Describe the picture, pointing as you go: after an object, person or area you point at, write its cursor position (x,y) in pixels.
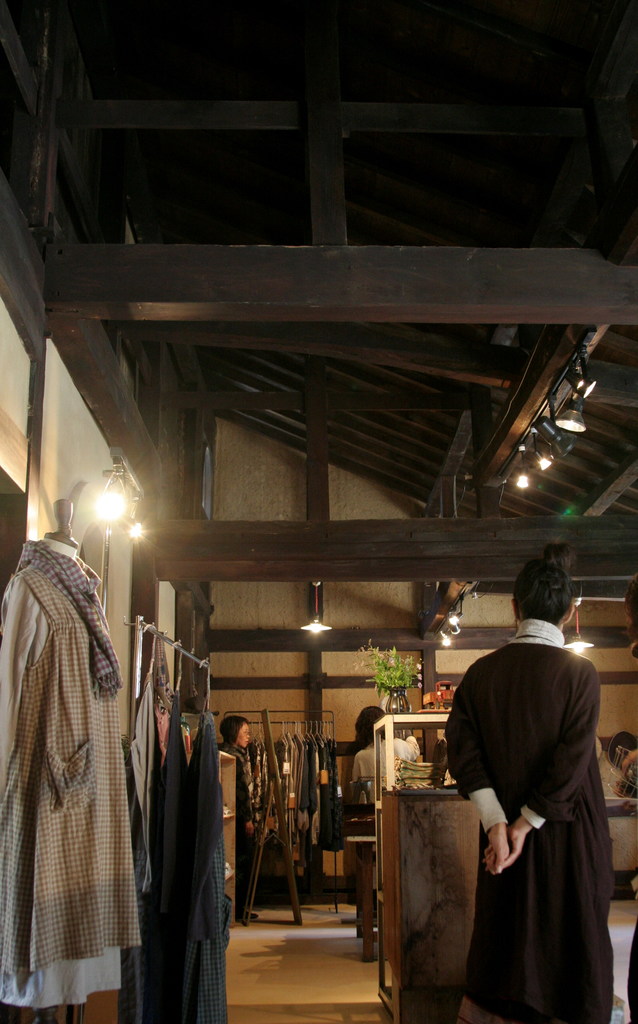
In this image I can see few clothes (299,770) are hanging to the metal stands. On the left side (64,794) there is a mannequin (74,668) which is dressed. On the right side (537,737) there is a person (535,835) standing facing towards the back side (533,721). In the middle of the image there are few lights (570,442). At the top of the image (292,152) I can see the wooden roof (320,309).
